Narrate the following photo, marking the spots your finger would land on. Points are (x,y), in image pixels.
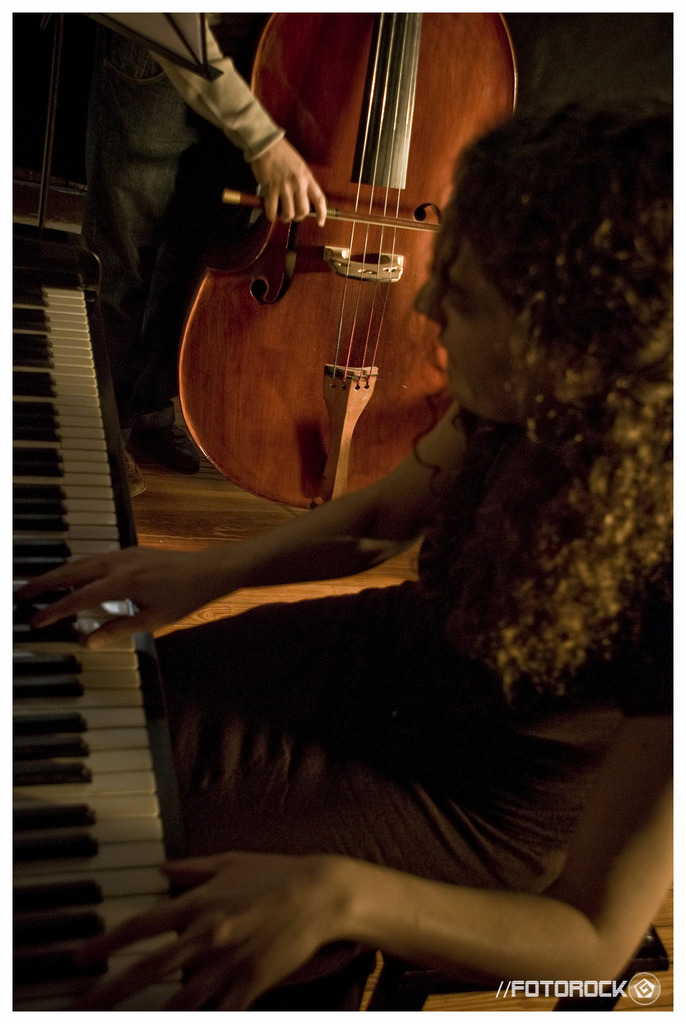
In a picture one woman (420,806) is sitting and playing the keyboards (69,719) and beside her there is one person (117,198) is standing and playing a large string instrument (323,364).
